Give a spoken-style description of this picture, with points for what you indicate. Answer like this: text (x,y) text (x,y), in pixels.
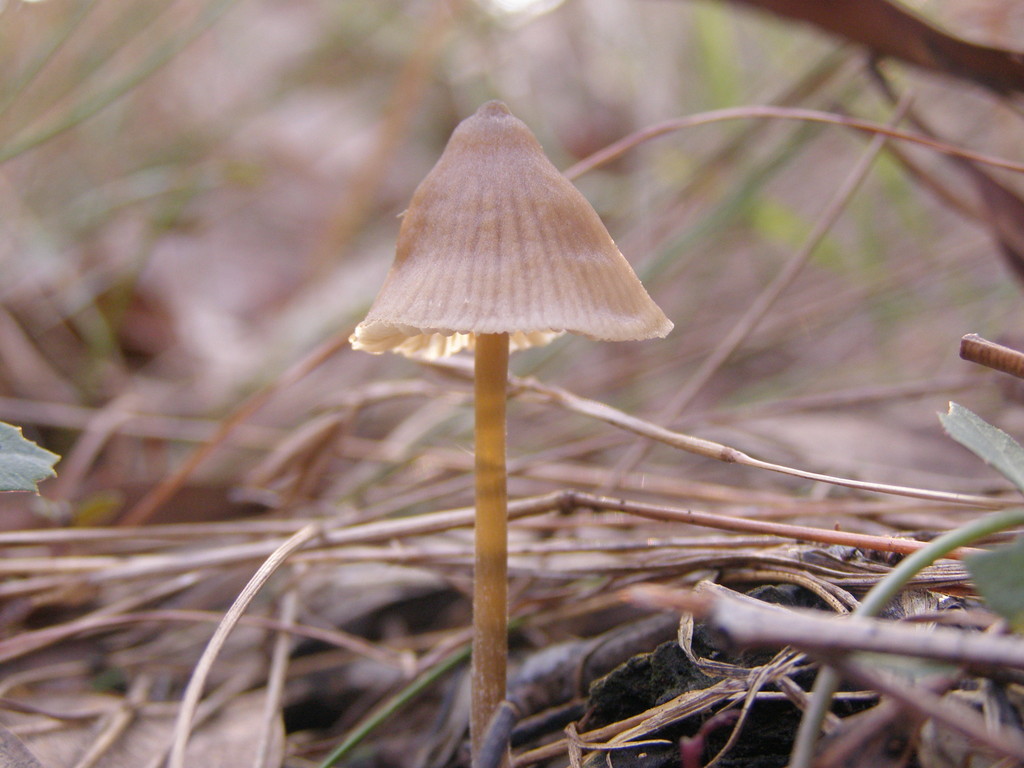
In the center of the picture (542,300) there is a mushroom (483,399), beside the mushroom (484,460) there are twigs (148,531) and leaves (27,456). The background (887,241) is blurred.
